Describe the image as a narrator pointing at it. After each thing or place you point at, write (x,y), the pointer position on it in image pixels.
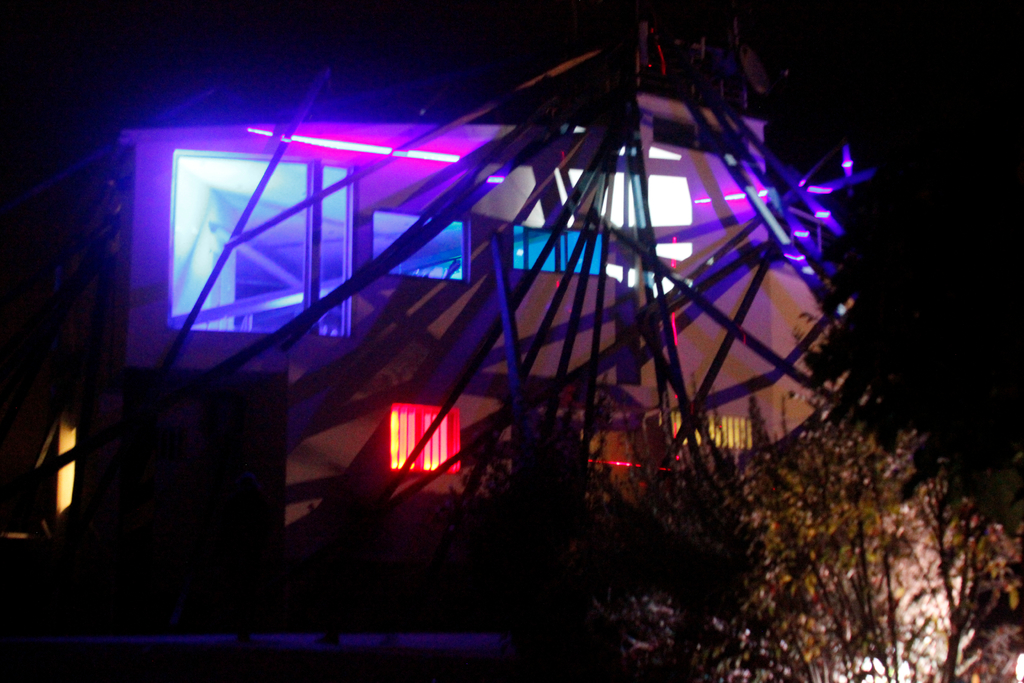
This picture shows a building (625,299) and we see trees (982,571) and few lights (194,191).
